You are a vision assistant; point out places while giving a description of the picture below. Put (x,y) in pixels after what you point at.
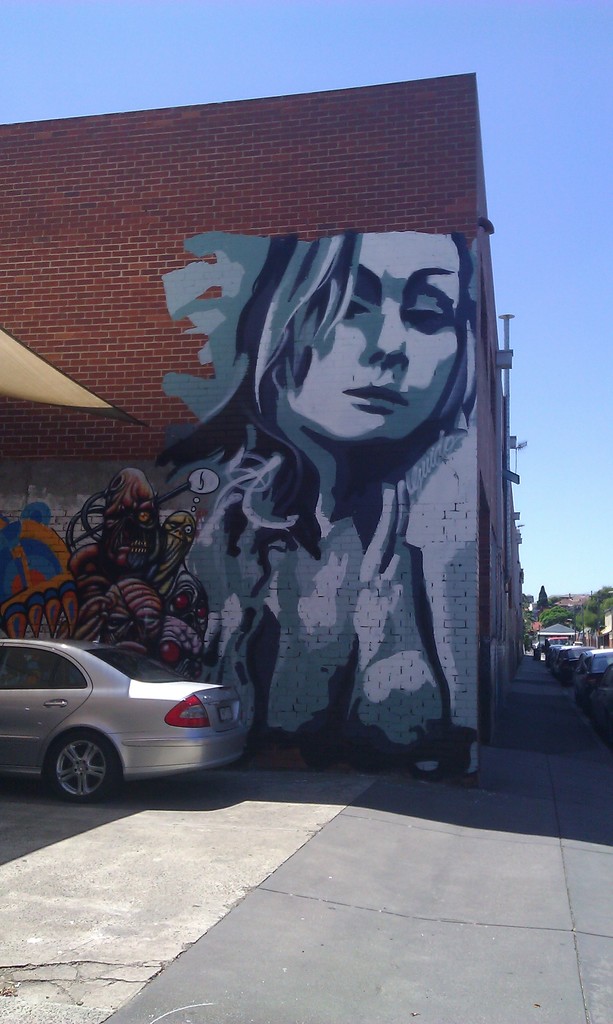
In this image there is a car (160,775) parked on the road (35,865) beside that there is a building (306,448) with painting (433,761) on it also there are a few trees (540,600) at back.
